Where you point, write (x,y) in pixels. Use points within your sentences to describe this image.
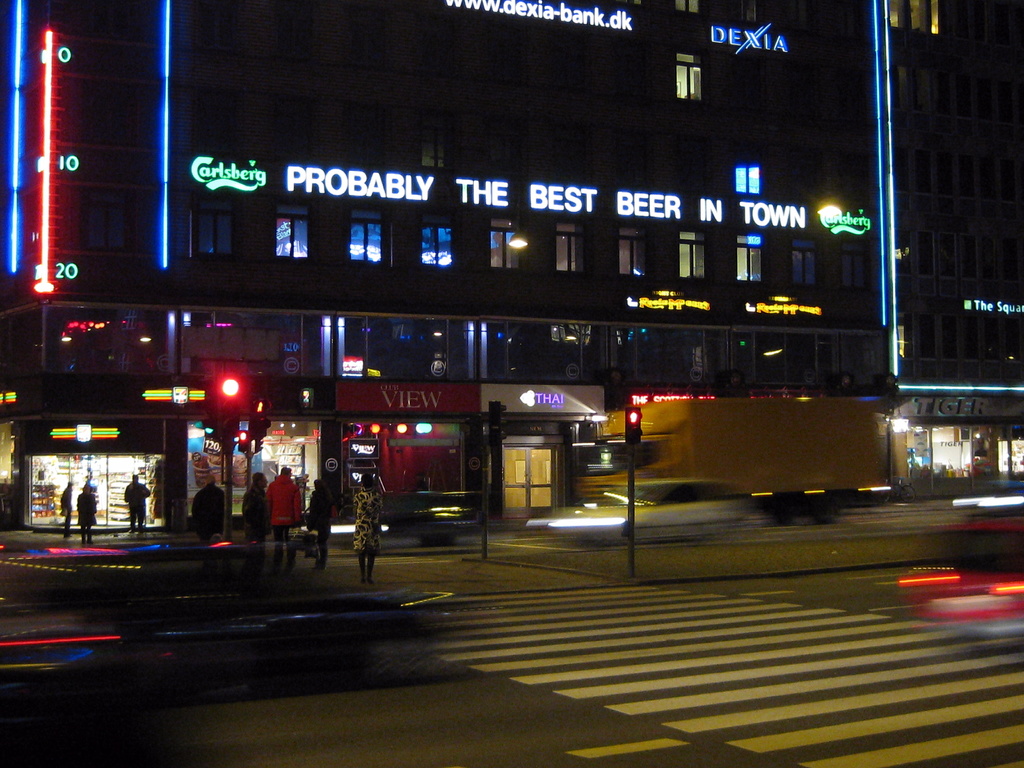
In this picture we can observe a road (606,726). There is a zebra crossing (676,668). We can observe some people (316,502) standing on the footpath (448,557). In the background (729,88) there is a building (331,304) and we can observe lights (300,184) which are in blue, red and white color.
